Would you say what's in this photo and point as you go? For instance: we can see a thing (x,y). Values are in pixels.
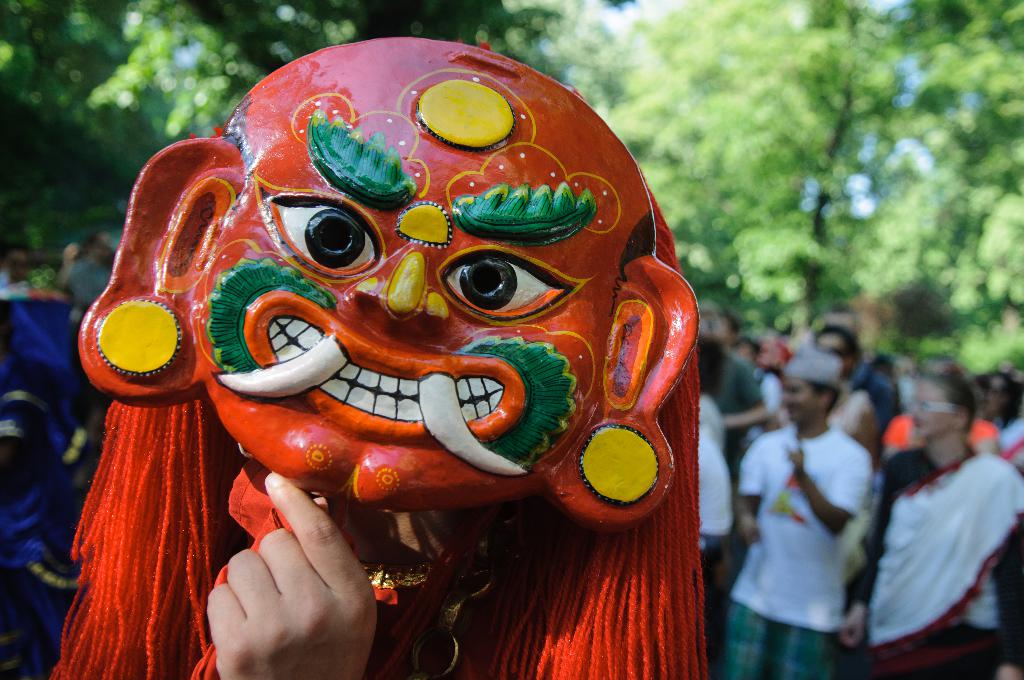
As we can see in the image there are trees (707,91), few people (47,573) here and there and face mask (436,321).
